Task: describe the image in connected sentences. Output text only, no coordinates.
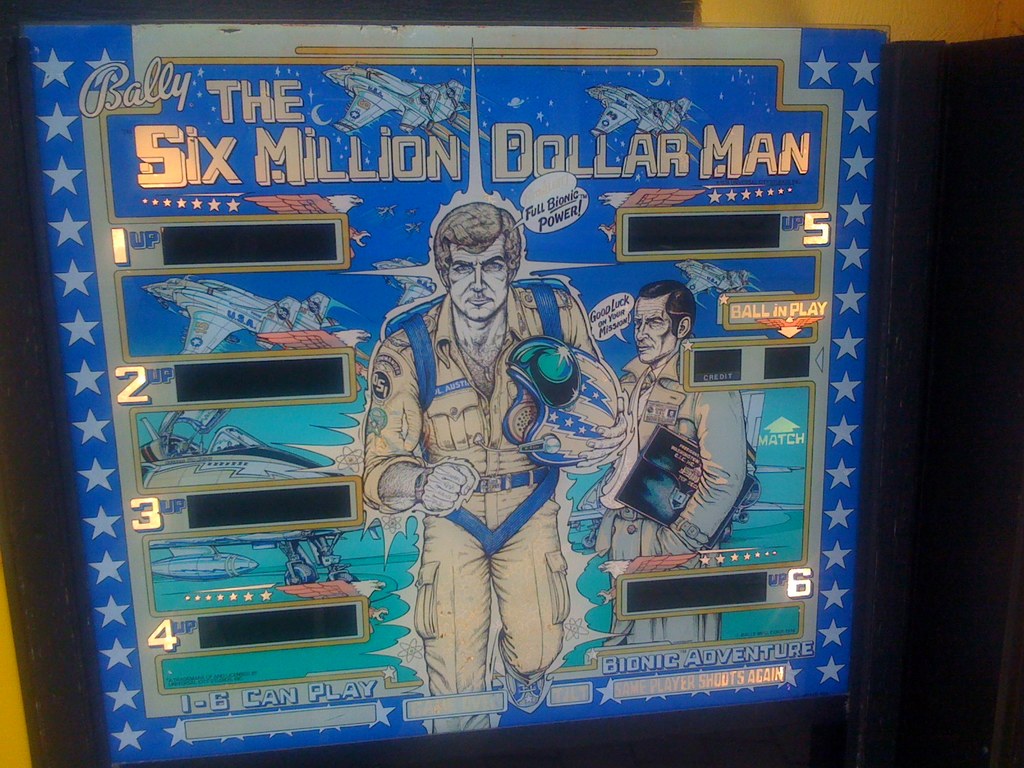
In this image I can see the animated image.
